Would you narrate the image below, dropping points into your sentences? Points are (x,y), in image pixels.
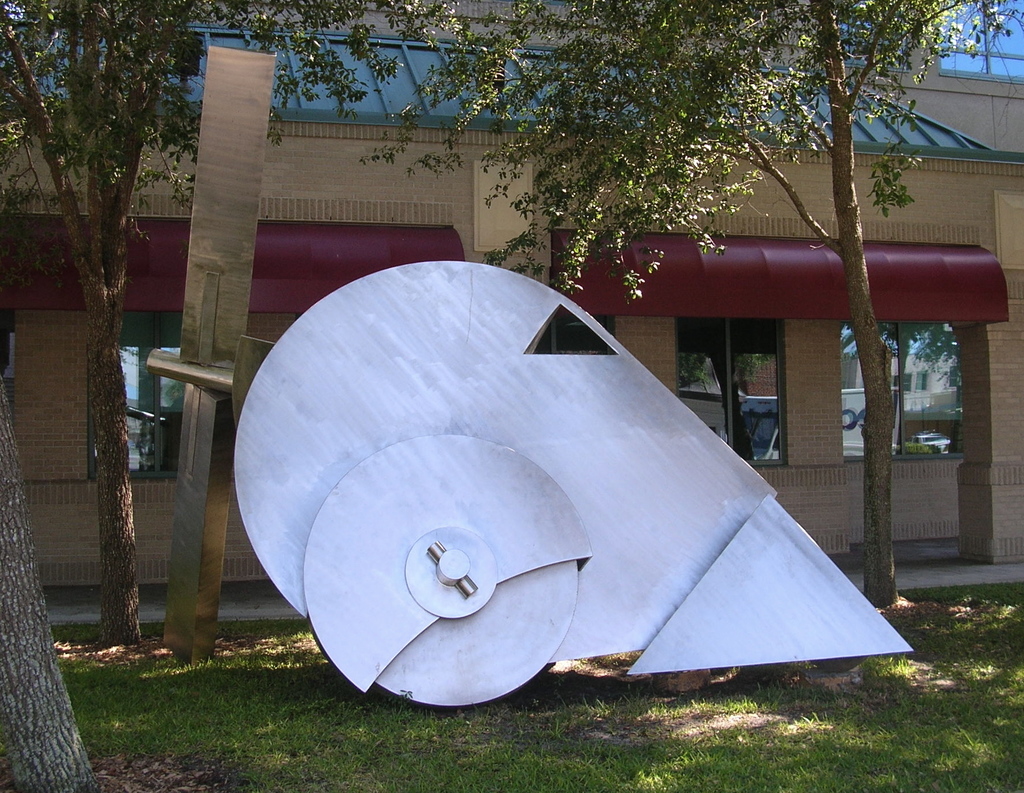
In the middle of the image (504,396) we can see a metal sculpture (477,543) on the grass (348,728), in the background (431,172) we can find few trees (571,108) and a building (712,323).
